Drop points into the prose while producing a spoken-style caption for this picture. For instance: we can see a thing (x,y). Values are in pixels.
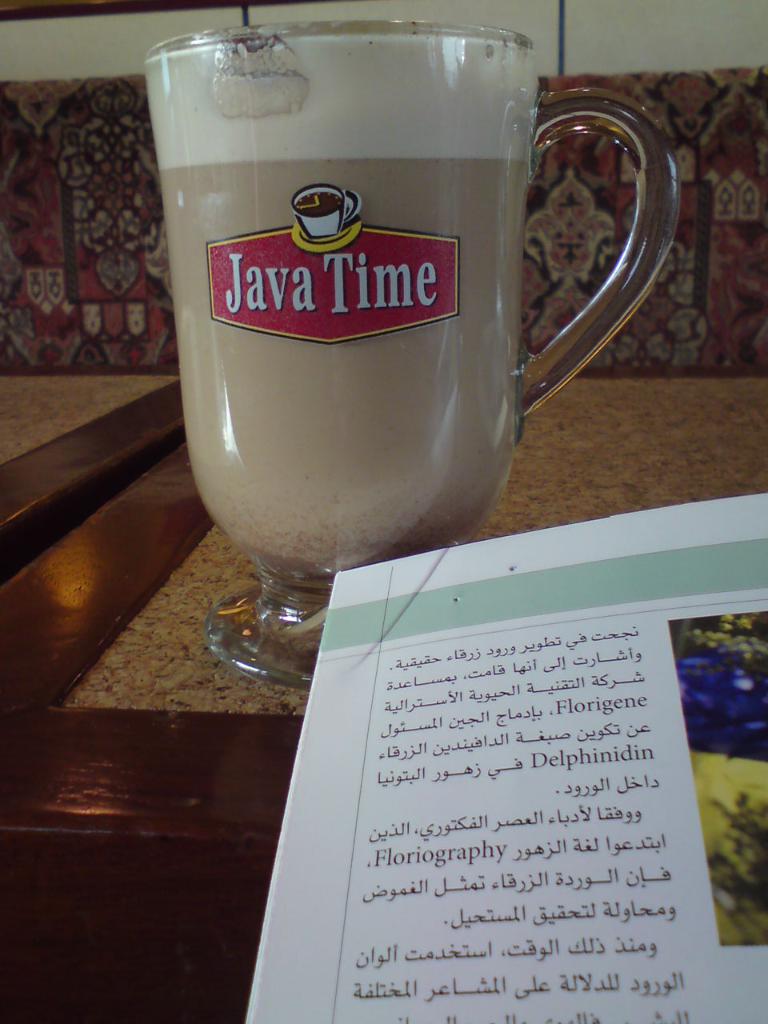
In this image I can see a glass (644,291) with Java Time is written on it. Here I can see a paper (444,653).
